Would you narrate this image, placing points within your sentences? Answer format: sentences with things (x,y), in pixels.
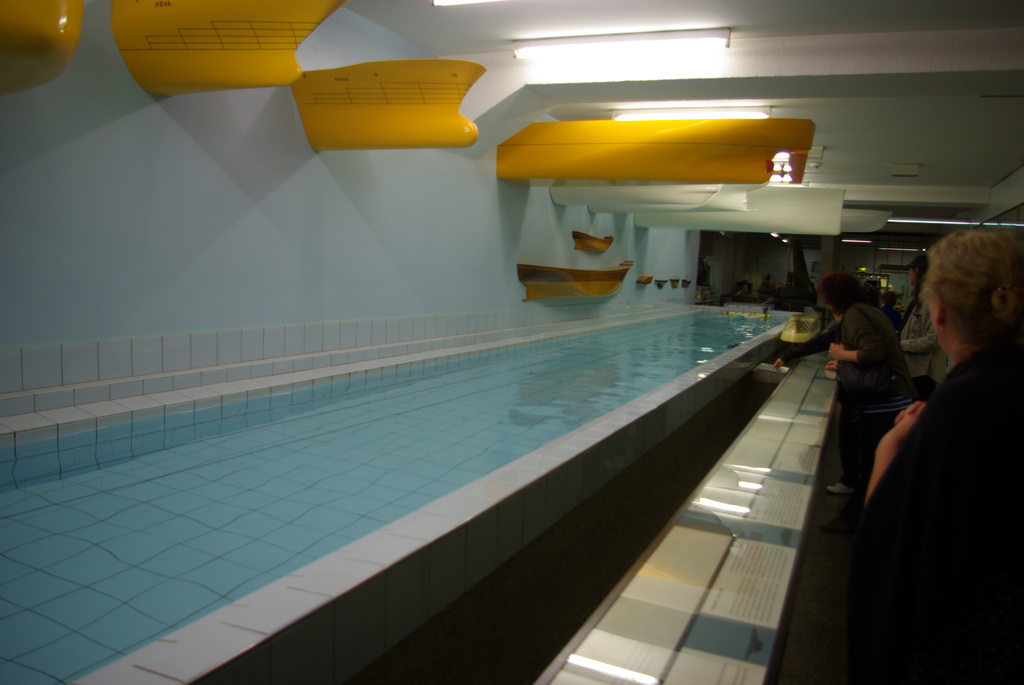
In this image I can see the water (361,428) and I can see few persons (934,515) standing. In the background (840,137) I can see few lights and the roof (880,52) is in white color and I can see few yellow color objects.
